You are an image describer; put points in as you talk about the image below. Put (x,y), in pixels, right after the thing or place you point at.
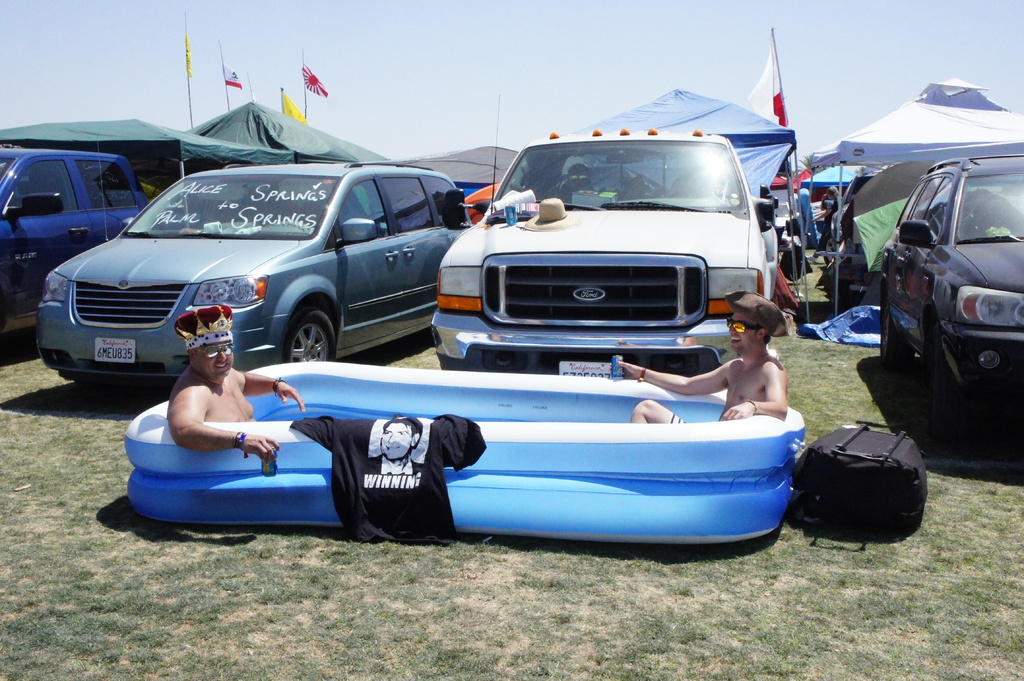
In this picture we can see people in a bathtub (334,416), they are holding some objects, here we can see a cloth (325,428), bag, vehicles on the ground (538,548), people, tents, flags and some objects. We can see sky (826,137) in the background (832,128).
